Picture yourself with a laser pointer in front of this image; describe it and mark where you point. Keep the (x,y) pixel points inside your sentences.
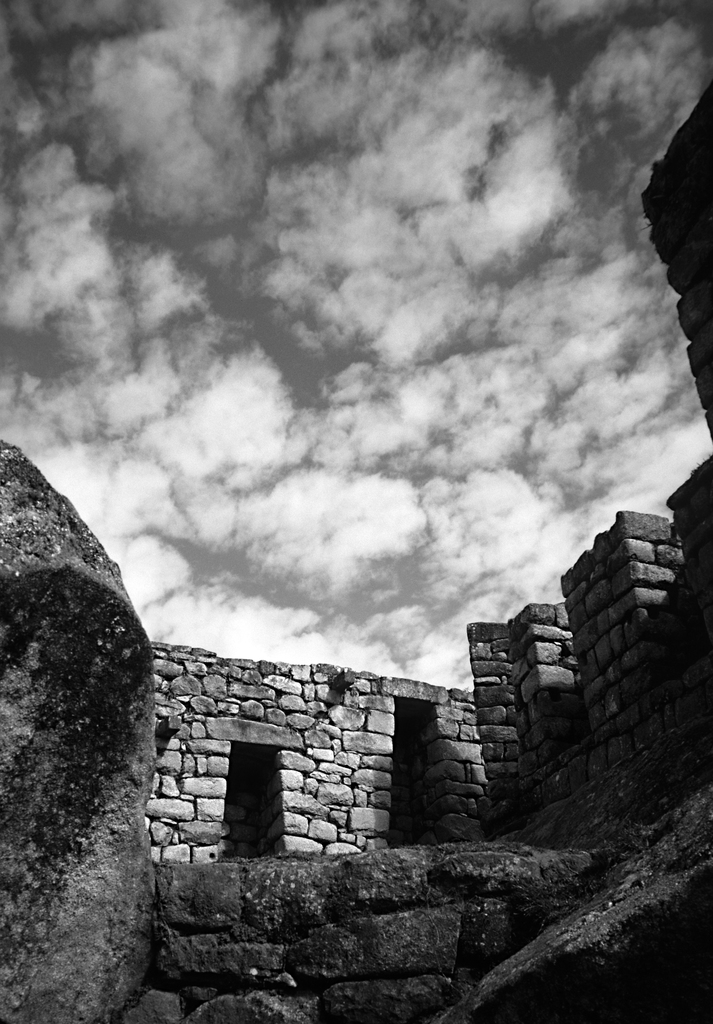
This is a black and white picture, in this image we can see an ancient building (397,867) and in the background (382,395), we can see the sky (319,380) with clouds (299,282).
